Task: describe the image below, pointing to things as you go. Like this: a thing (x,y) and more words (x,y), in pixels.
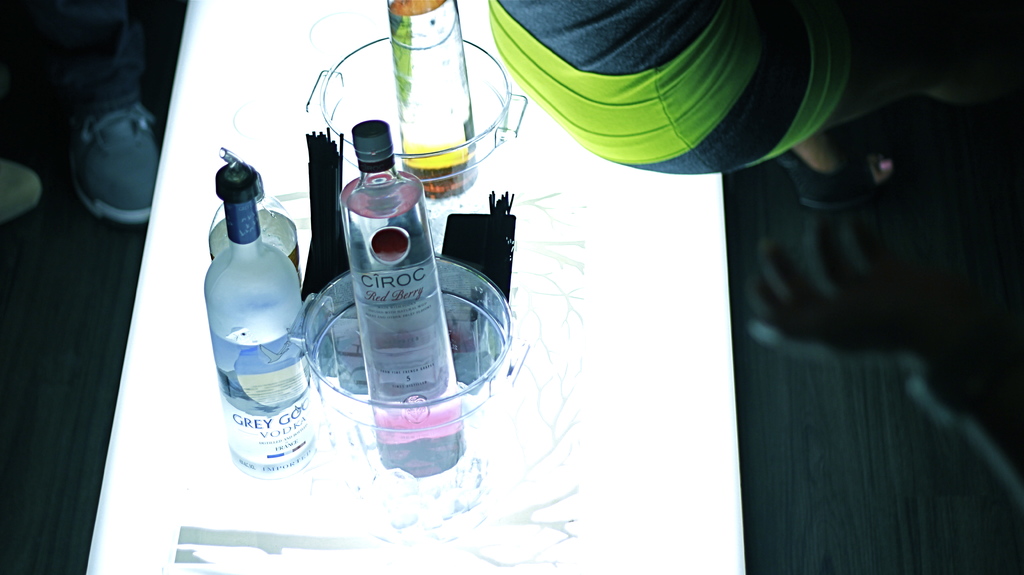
As we can see in the image there is a person (642,115) wearing black and green color dress (618,122) and sitting on table (622,294). On table (528,125) there are glasses (469,150) and few bottles (244,210).
